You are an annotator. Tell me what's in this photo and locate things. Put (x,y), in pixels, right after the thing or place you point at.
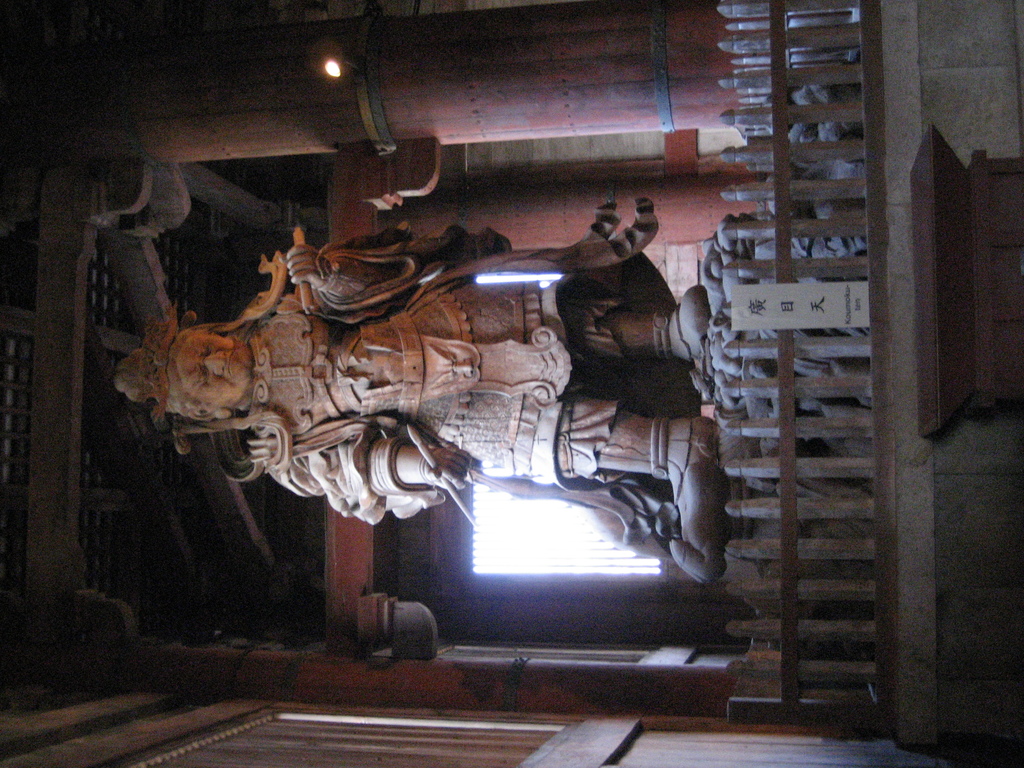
In this image we can see a statue (429,338). We can also see some pillars (532,188), a fence (768,350), a window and a roof (173,531).
